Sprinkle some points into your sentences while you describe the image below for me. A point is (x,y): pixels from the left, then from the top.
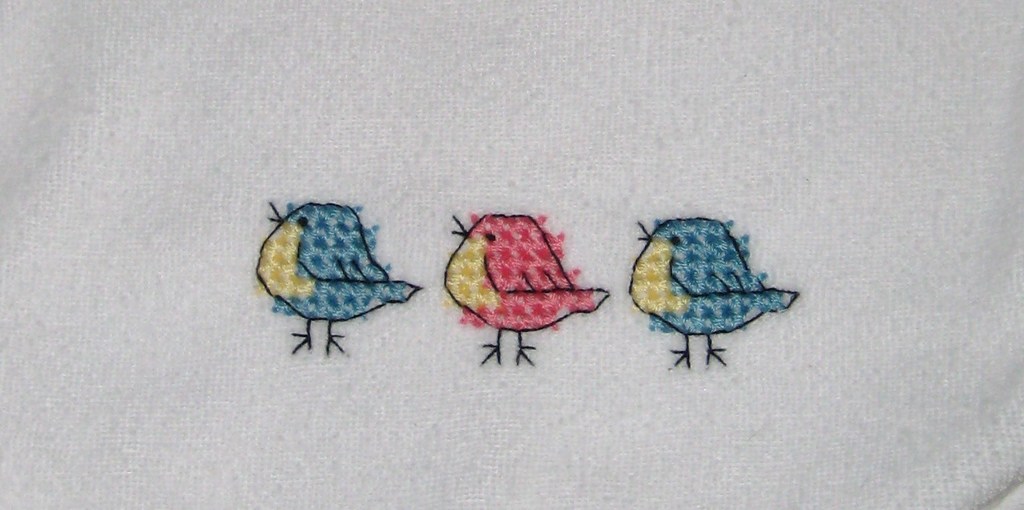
In this image we can see drawing (319,257) of three birds (349,298).
